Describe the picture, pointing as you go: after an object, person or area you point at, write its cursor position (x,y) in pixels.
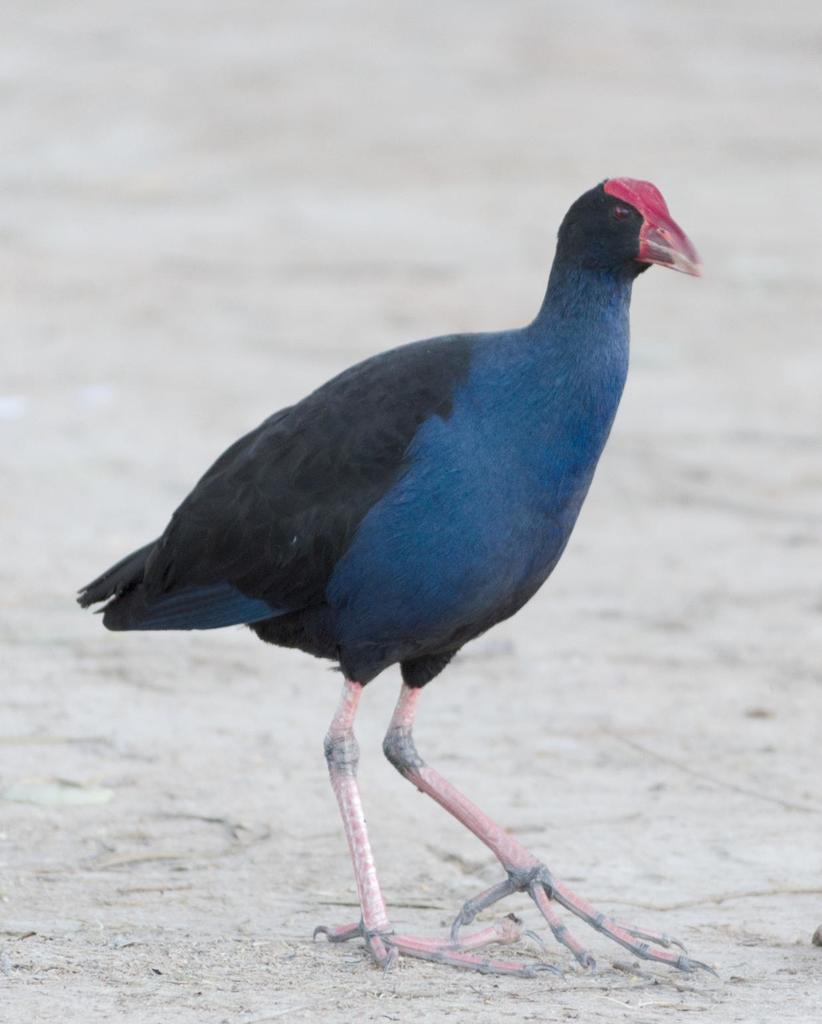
In this image we can see a bird (476,516) on the ground (495,801).
